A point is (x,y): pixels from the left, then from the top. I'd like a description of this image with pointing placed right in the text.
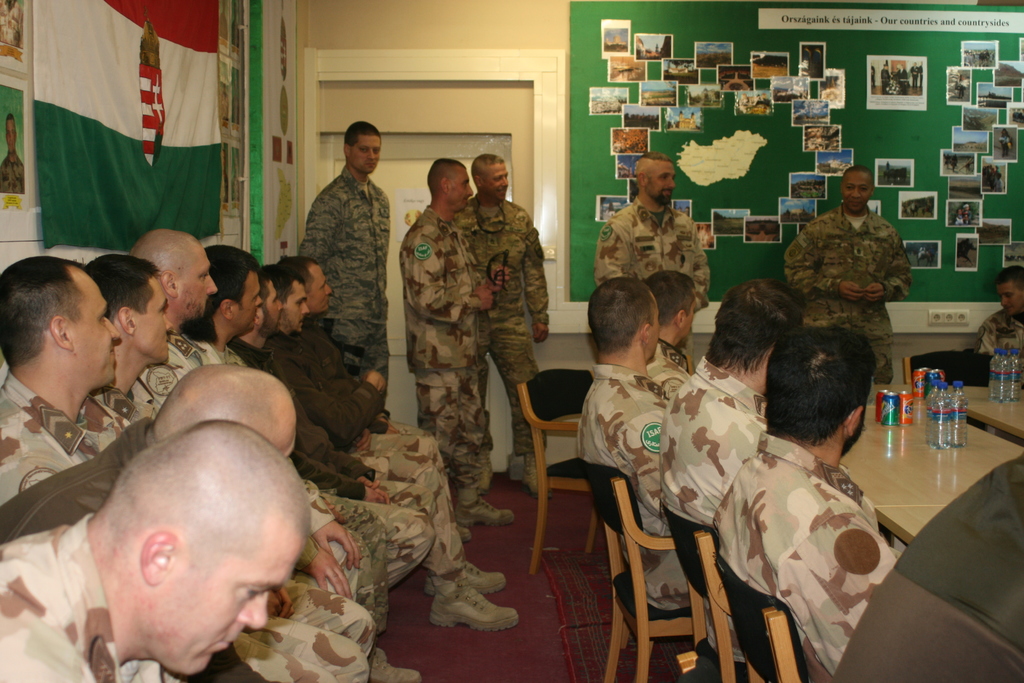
This picture is clicked inside. In the foreground (222,393) we can see the group of people (589,450) wearing uniforms (446,477) and sitting on the chairs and we can see the tables (913,448) on the top of which cans (892,409) and water bottles (951,402) are placed. In the background (504,84) there is a wall (484,24), flag (178,29), picture frames (18,77) hanging on the wall (429,23) and the group of persons (463,246) wearing uniforms (626,262) and standing on the ground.
